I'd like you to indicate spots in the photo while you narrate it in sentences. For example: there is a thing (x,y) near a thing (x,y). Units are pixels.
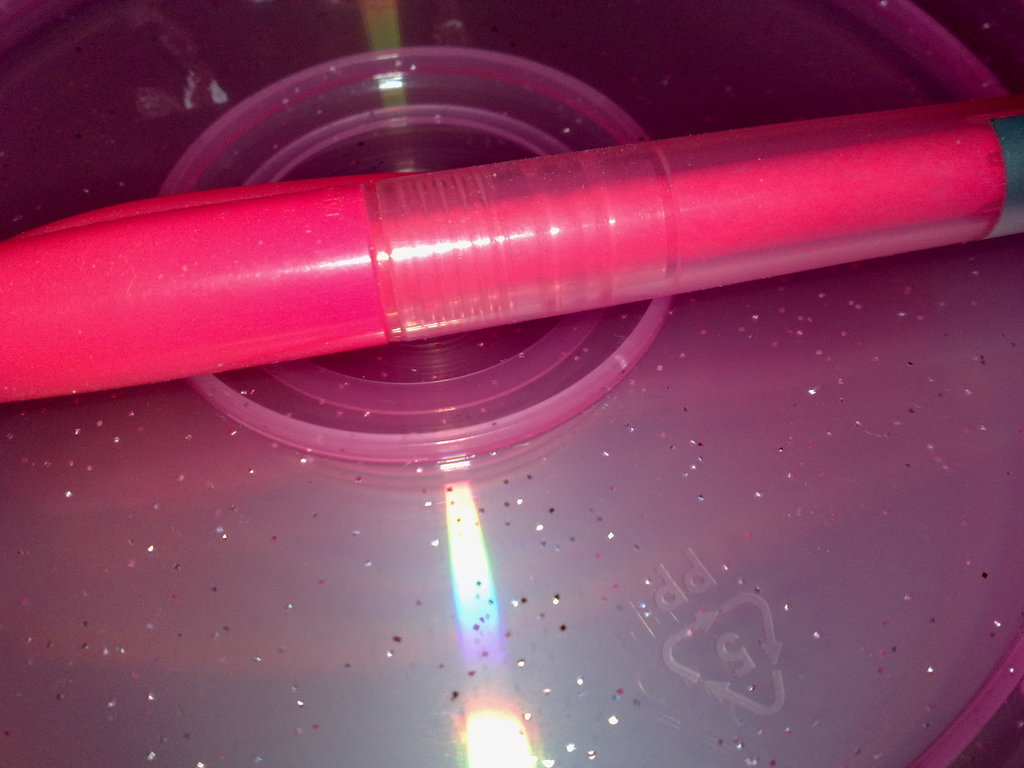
In this image I can see two plastic things (582,198) and I can see one of them is in pink colour. On the bottom side of this image (509,695) I can see reflection (513,727) of lights (482,614).
